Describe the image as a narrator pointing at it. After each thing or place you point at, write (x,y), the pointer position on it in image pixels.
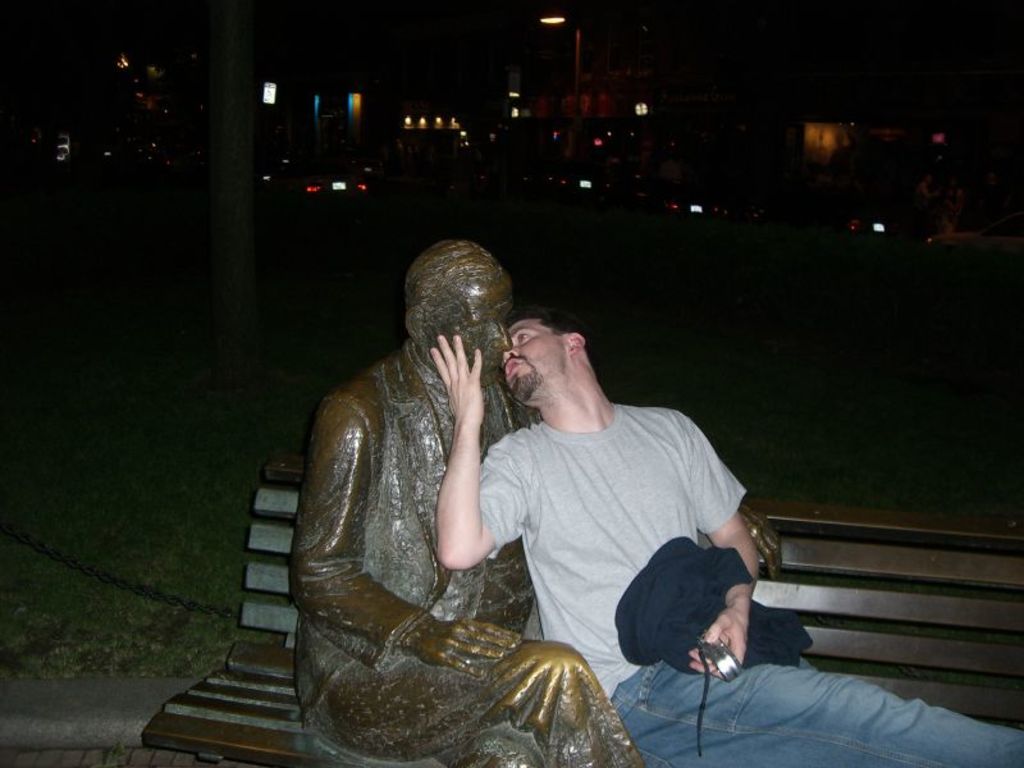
In the image there is a person (679,536) in grey t-shirt (513,478) and jeans (801,709) sitting on bench (253,655) beside a statue of a man (372,570) and in the back (684,106) there are buildings (635,106) with street lights (580,96) in front of it.
